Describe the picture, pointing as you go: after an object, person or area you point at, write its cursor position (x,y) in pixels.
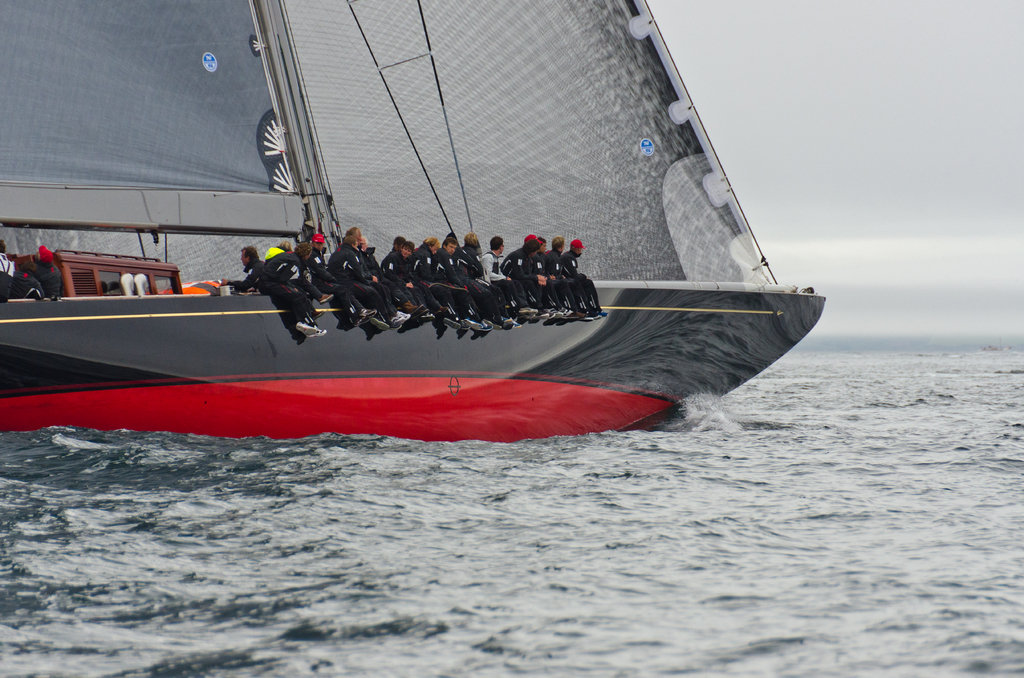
In this image, we can see a boat (439,317) with a few people (519,322) sailing. We can see the water (805,388) and the sky (841,201).
